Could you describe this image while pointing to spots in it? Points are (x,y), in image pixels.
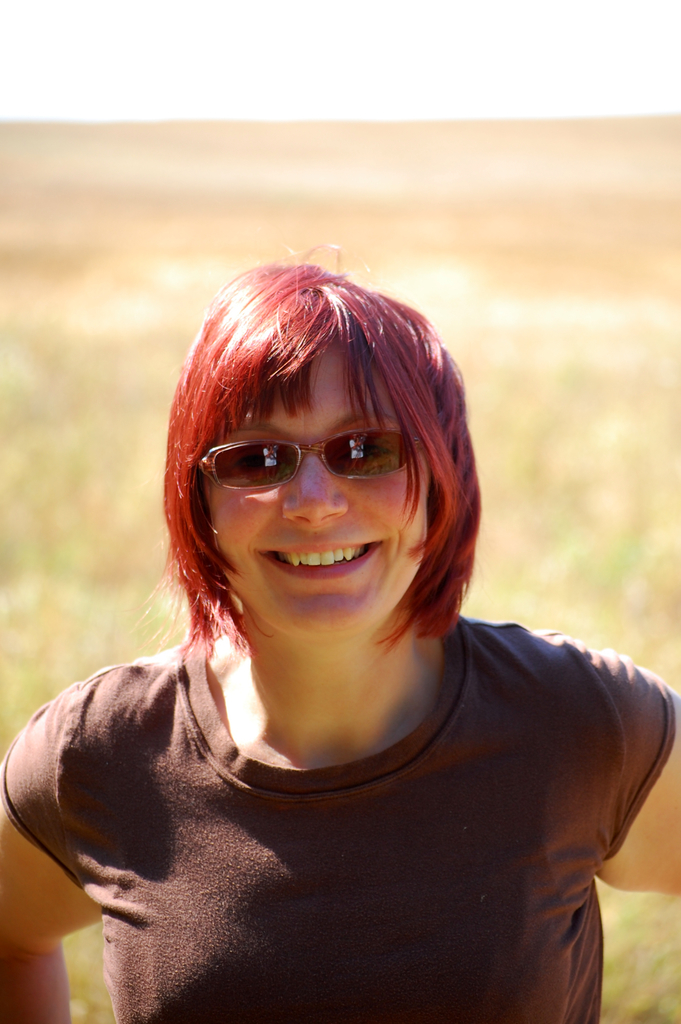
In this image I can see a woman (263,900) is wearing t-shirt (419,939), smiling and giving pose for the picture. In the background (56,547) I can see the land (94,477).
